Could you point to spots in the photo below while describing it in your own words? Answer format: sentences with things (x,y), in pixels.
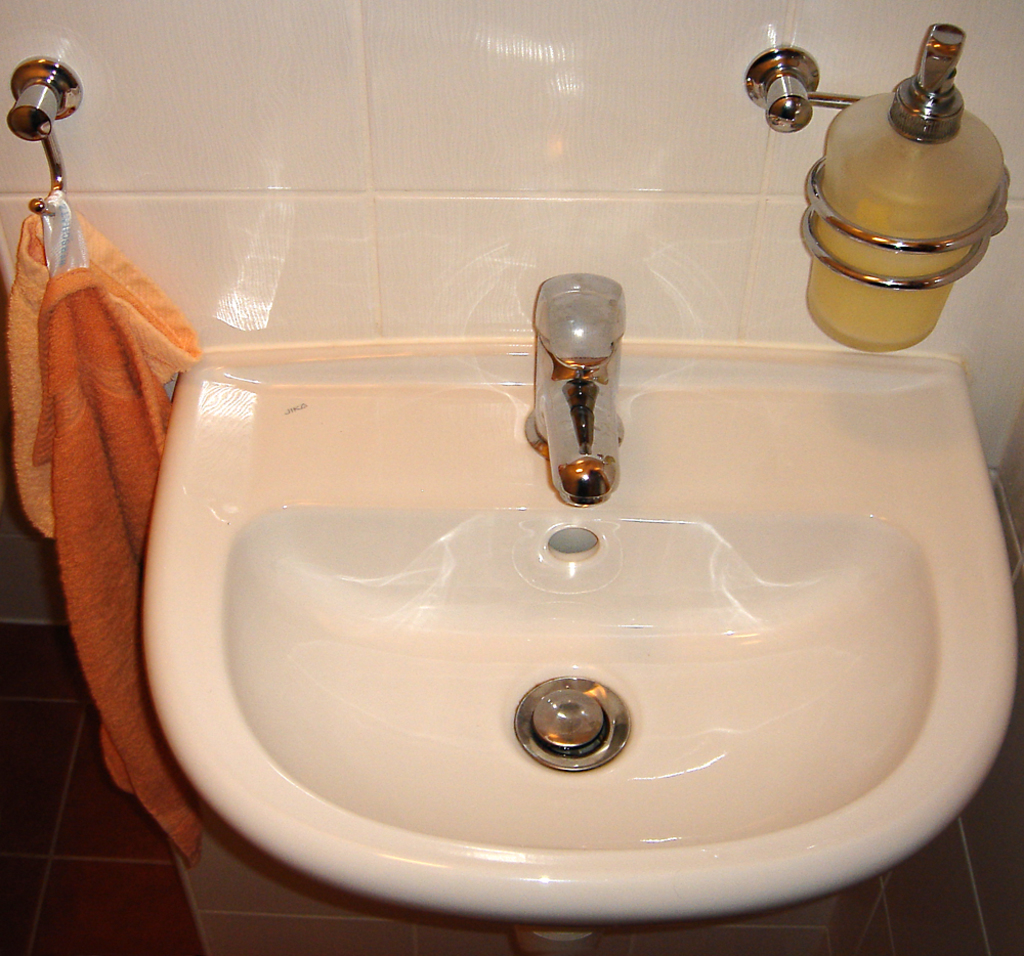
This is a sink (536,615) with a tap (611,383), and this is a hand wash bottle (882,225) and this is a napkin (58,375) with a hanger (39,206). This is a wall (316,128) with white tiles (356,120). This is a floor (51,802) with red tiles (51,804).
